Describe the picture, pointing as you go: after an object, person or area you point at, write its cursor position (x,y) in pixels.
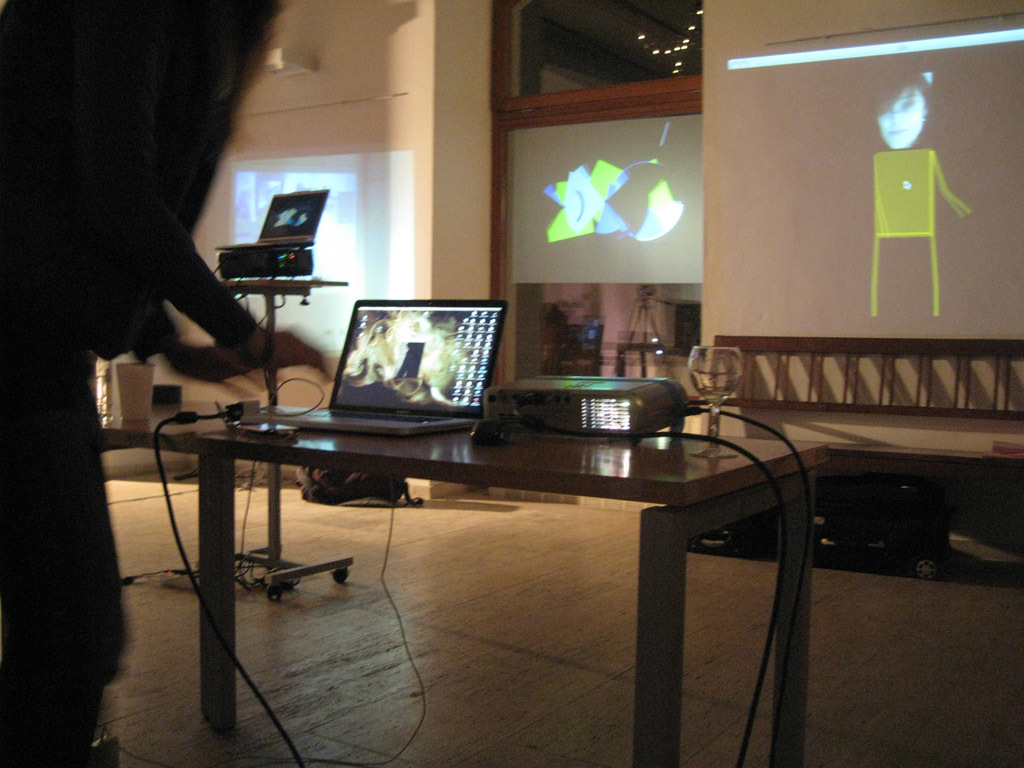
Here in this picture, in the front (532,425) we can see a table (597,485) present on the floor (230,752), on which we can see a laptop (340,381) and a projector (594,383) and a glass (724,350) present and we can also see cable wires (197,420) connected and in front of it we can see a wall (881,332), on which we can see something projected and below that we can see a bench (910,354) present and beside that also we can see a table (297,283), on which we can see a projector (290,259) with a laptop (291,224) present on it and in front of that also we can see something projected on the projector screen (518,209) and beside that also we can see something projected on the wall (431,278) and we can see lights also present on the roof (606,33).
